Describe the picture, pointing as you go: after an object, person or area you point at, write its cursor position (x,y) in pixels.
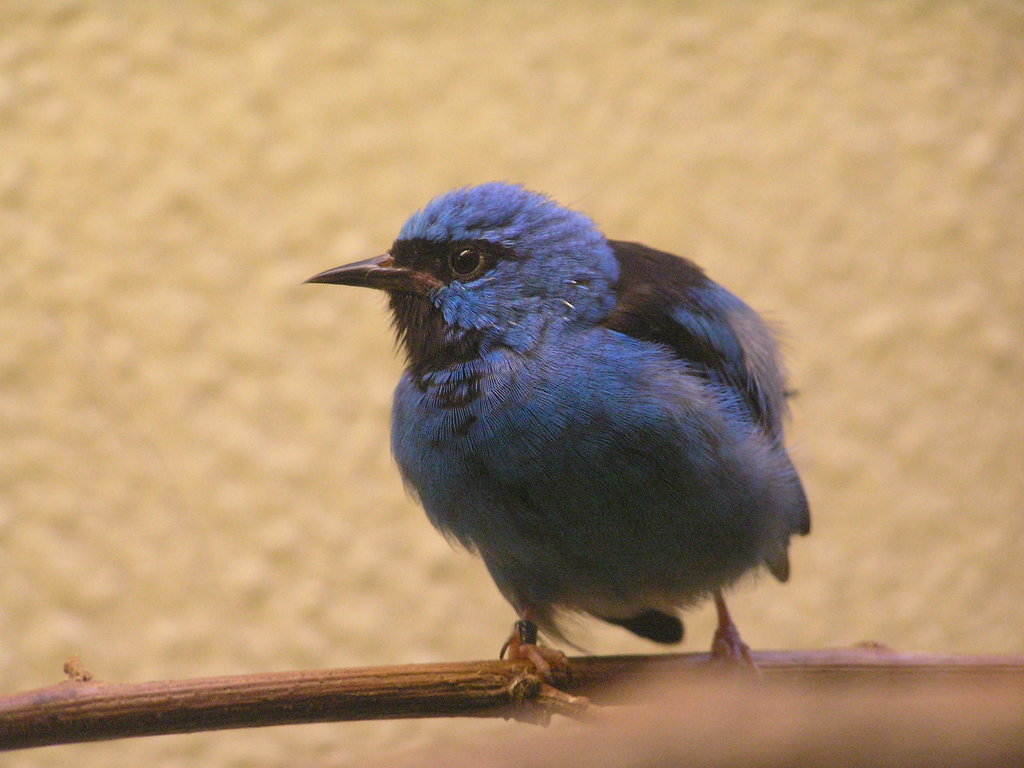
In this picture we can observe a blue color bird (541,484) on the branch (347,689) of a tree (700,662). The background (760,615) is in cream color.
